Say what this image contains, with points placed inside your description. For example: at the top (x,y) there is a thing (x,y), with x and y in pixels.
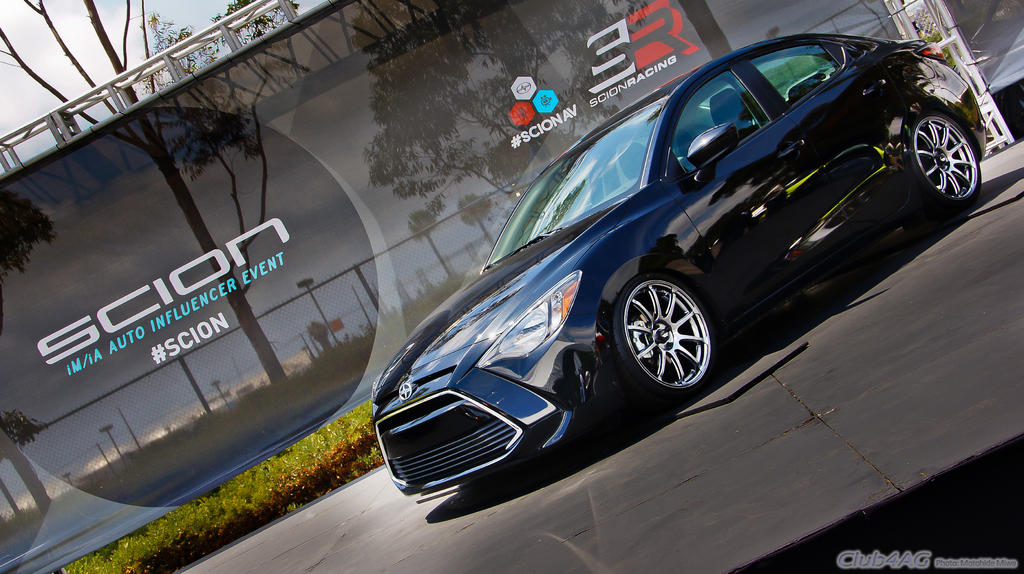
In this image we can see a vehicle (574,330) parked on the ground (693,572). On the right side of the image (993,102) we can see a metal frame (962,72). In the center of the image (433,207) we can see a banner (506,26) with some text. In the background (935,38), we can see group of plants (297,476) and trees (71,55), fence (478,259) and the sky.
